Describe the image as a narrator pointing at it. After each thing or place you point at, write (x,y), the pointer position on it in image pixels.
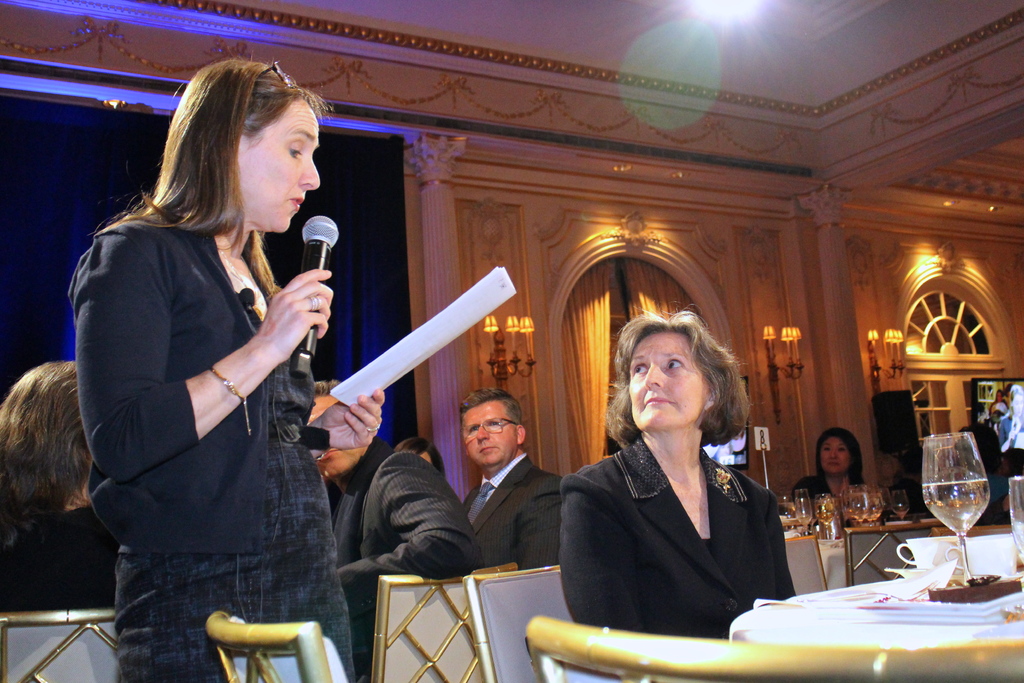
On the left side (257,271), there is a woman (221,142) in black color jacket (103,304), holding a mic (320,257) with a hand (311,285), holding a document (361,377) with other hand (369,424), standing and speaking. Beside her, there are chairs (451,646) arranged and there is another woman (682,498), who is in a black color jacket (633,481), sitting on a chair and watching her. On the right side (980,502), there are glasses (976,490), cups (946,540) and other objects (1004,603) arranged on a table (819,609). In the background (507,445), there are persons (521,444) sitting on chairs (910,528). There are glasses (904,496) and other objects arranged on a table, there are lights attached to the wall (326,92), there is a light (739,6) attached to the roof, there is a violet color curtain (78,154), there is a window (959,341), screen (986,406) and there are curtains (608,315).
